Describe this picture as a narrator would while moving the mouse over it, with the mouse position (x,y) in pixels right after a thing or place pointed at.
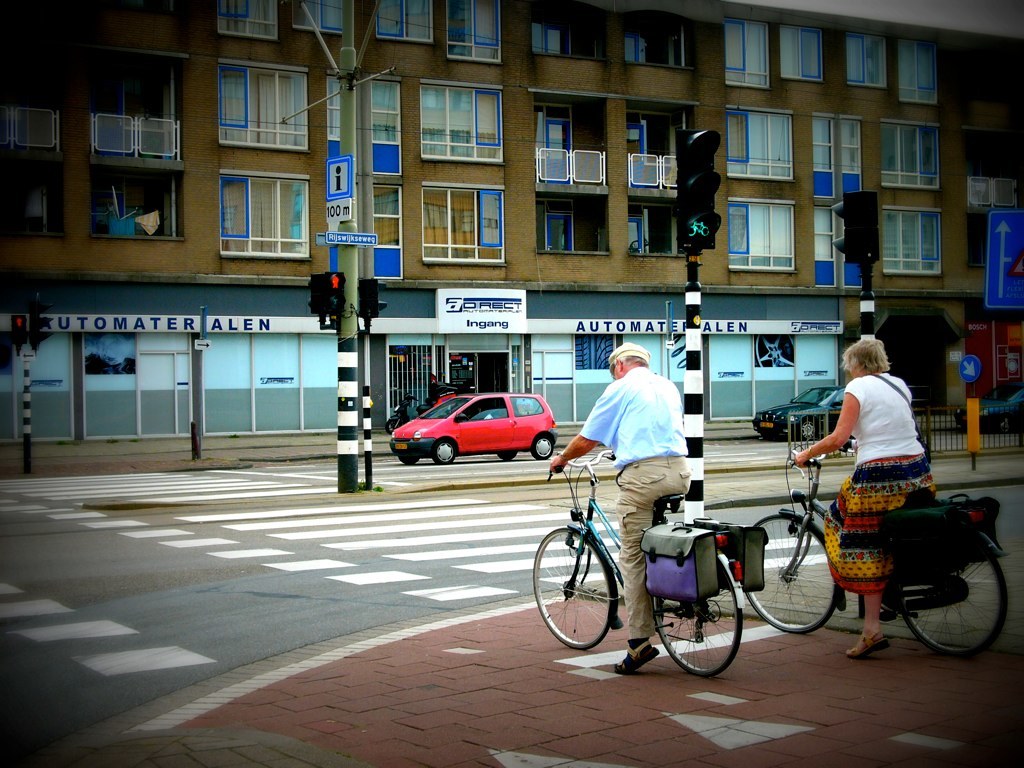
There are two members (649,499) in the picture, riding a bicycle (728,580). One is a man (636,516) and the other is a woman (877,560). On the opposite side of the road (468,456) there is a car (451,434) here. We can observe a zebra crossing (387,519), traffic signals (338,294). In the background (202,94) there are some buildings (466,200) with some windows (265,100) here.
